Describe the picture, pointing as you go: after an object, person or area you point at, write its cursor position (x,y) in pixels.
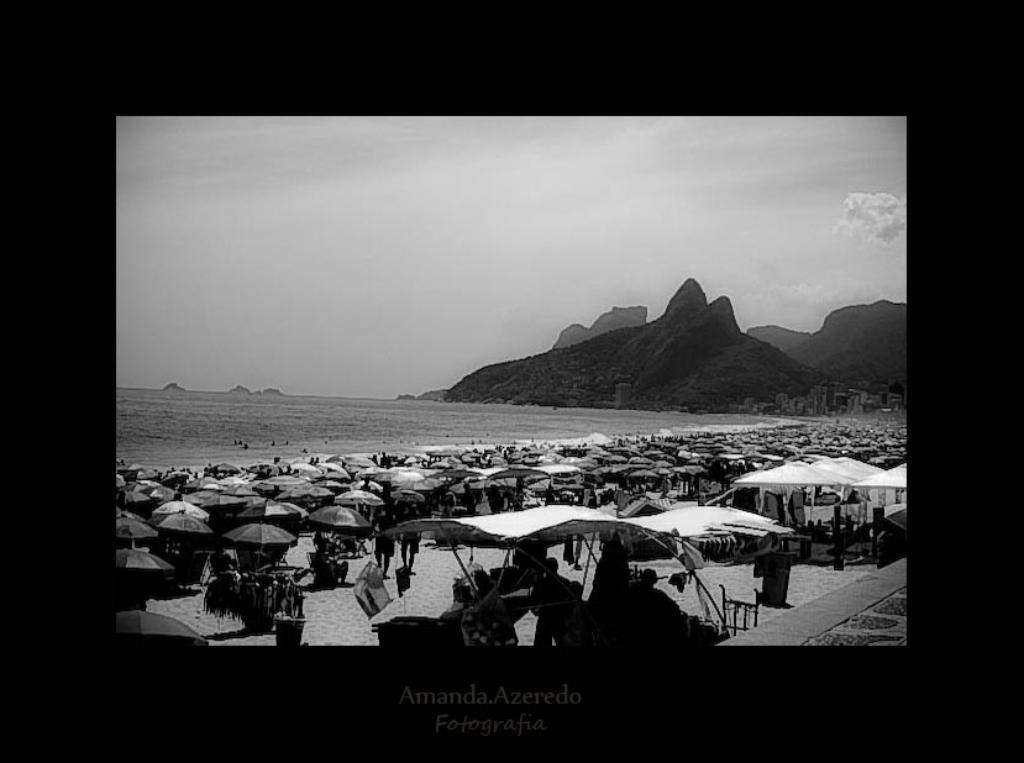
In this picture we can see few tents (534,519), umbrellas (260,535) and group of people (464,580), in the background (396,423) we can see water (382,413), few hills (528,384) and clouds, at the bottom of the image (448,693) we can find some text (489,698).
